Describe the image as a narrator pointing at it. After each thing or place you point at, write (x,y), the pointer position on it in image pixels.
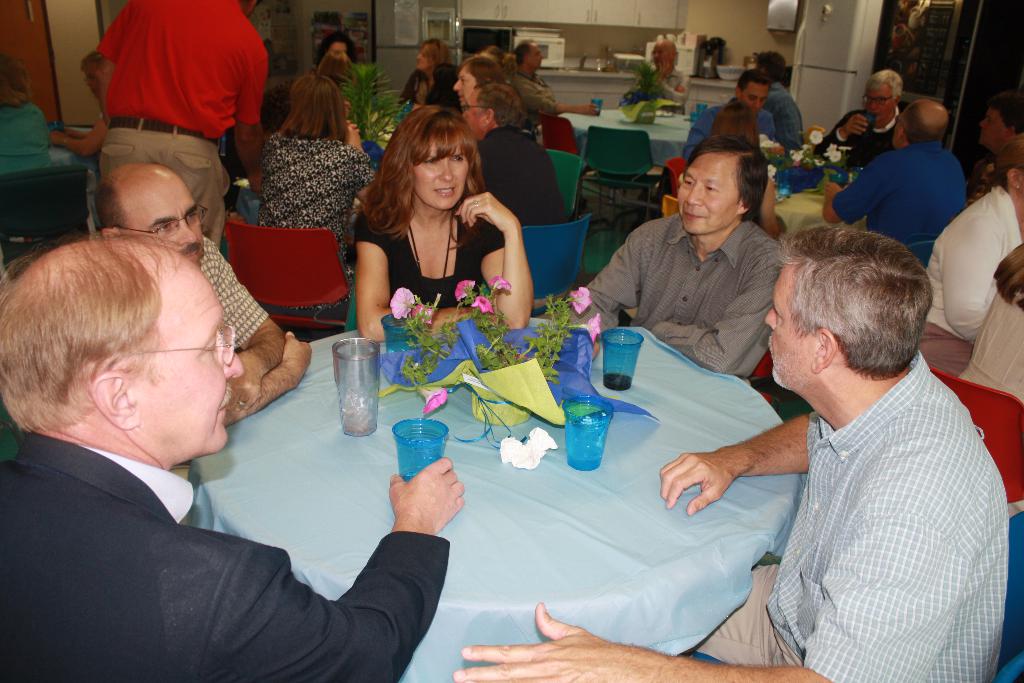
In this image, there are many people (154,410) sitting in the chairs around the table (538,546). In the front (584,556) there is a table (542,543) covered with blue cloth (585,526), on which there are glasses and flowers (543,333) kept. In the background (836,8) there are cupboards (609,13) and a refrigerator (837,51).
